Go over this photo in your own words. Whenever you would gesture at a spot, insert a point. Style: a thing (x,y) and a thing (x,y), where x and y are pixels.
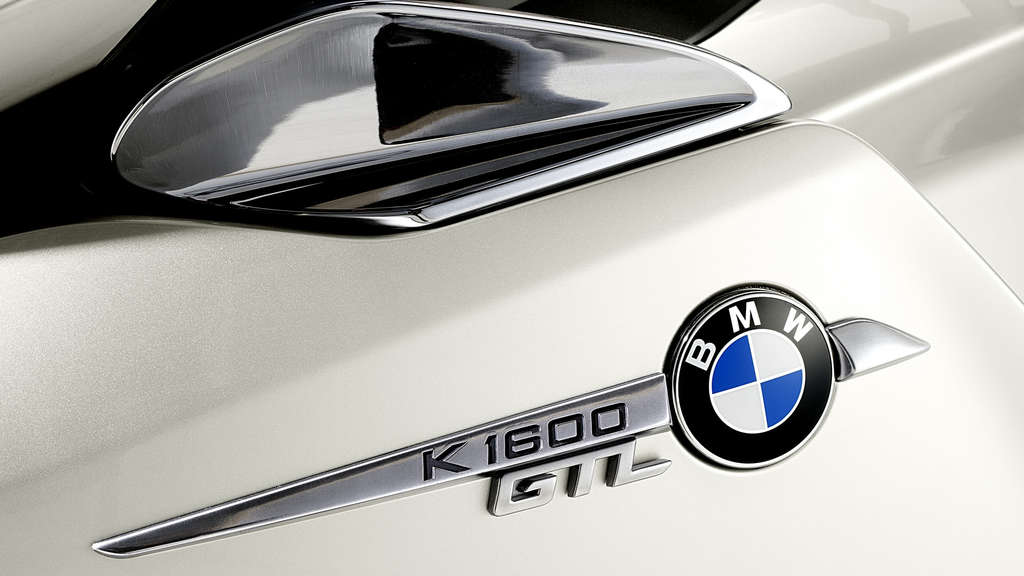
In this picture we can see a BMW motorcycle (737,131).
